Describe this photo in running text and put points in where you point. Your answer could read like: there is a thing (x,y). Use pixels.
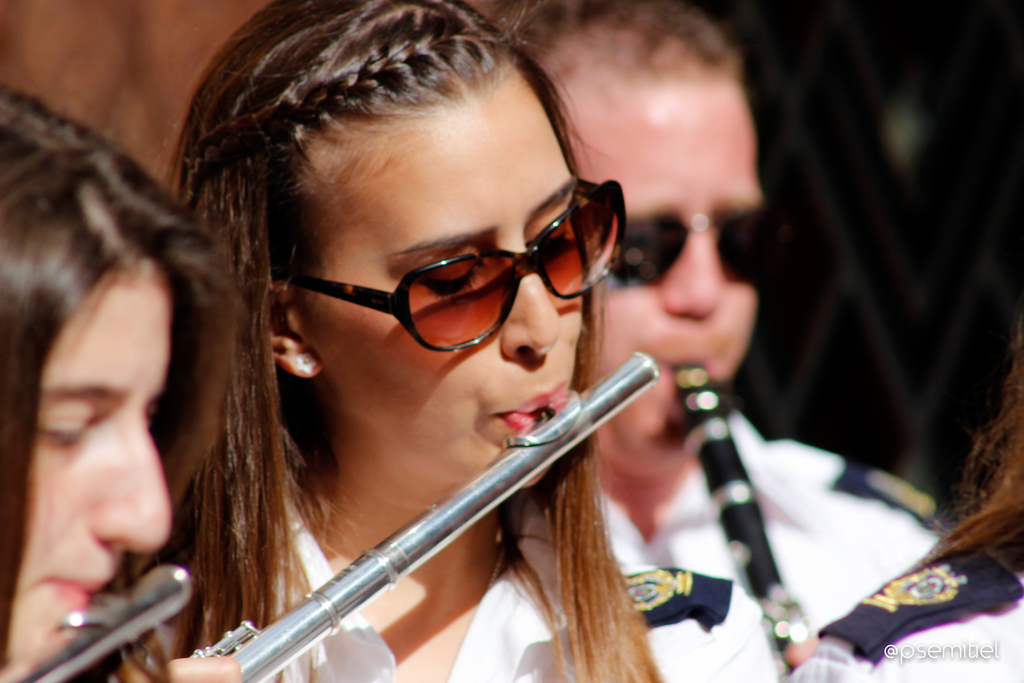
In this picture I can see few persons (484,624) are playing the flute (250,650).
